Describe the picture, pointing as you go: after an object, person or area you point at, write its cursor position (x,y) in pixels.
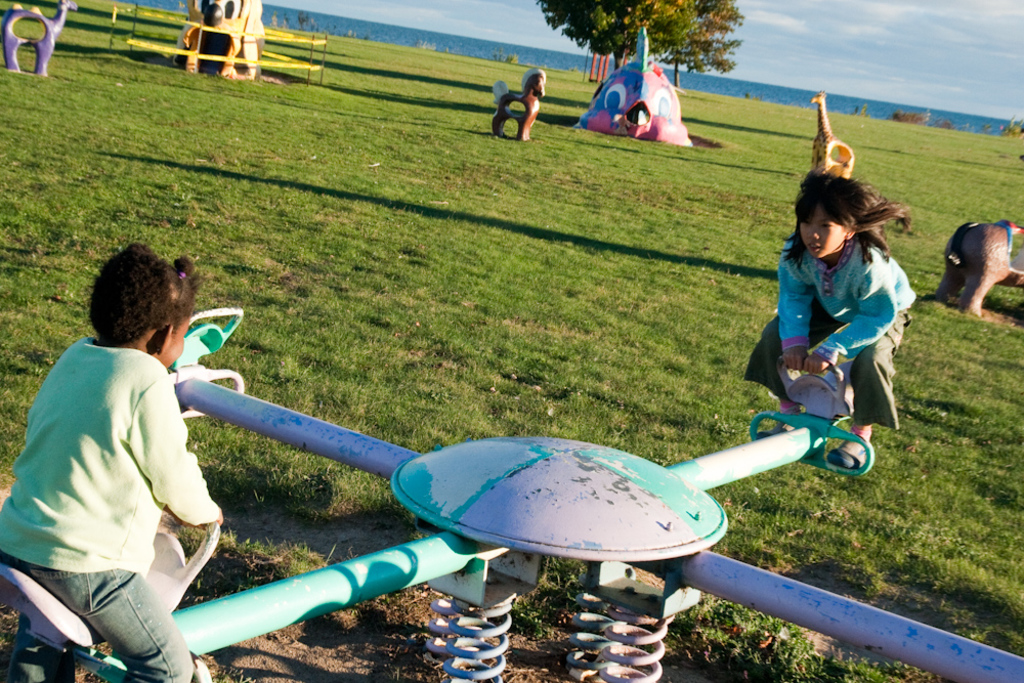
At the bottom of the image (836,466) two kids (857,433) are playing. Behind them there is grass (905,198) and there are some toys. At the top of the image (721,61) there is tree (693,54). Behind the tree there is water (383,39) and clouds (1012,25) and sky (942,65).
